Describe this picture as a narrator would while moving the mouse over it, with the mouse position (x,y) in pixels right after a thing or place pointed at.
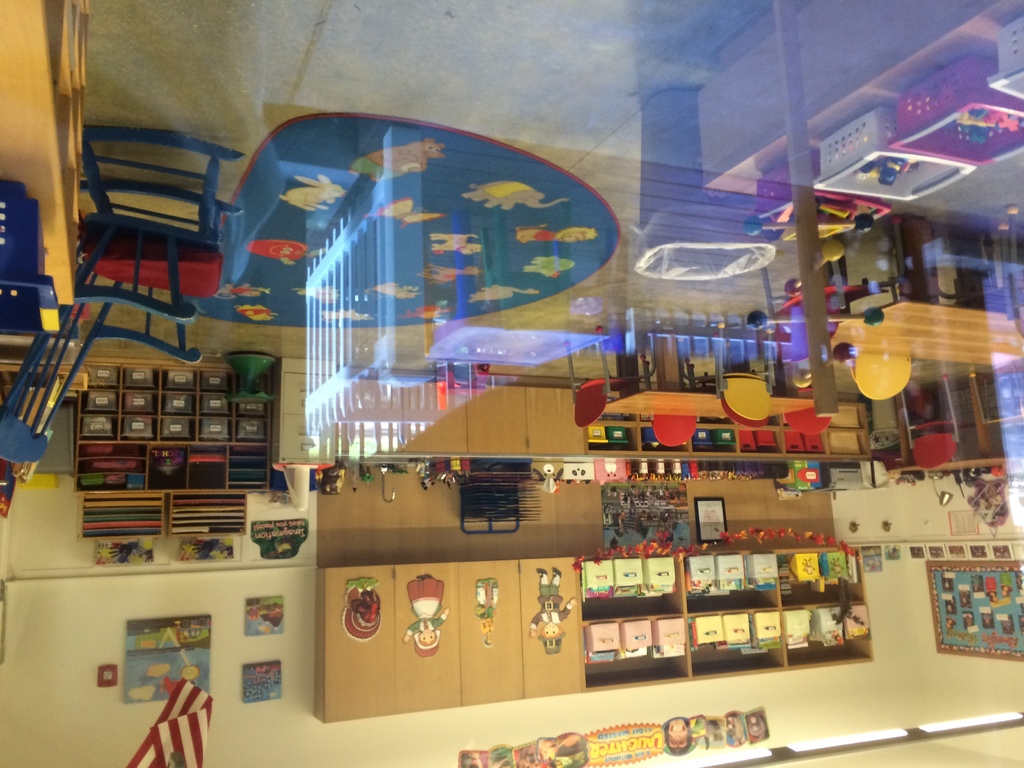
In this image there are tables (678,400) and chairs (719,343), behind them there are a few objects (716,562) on the wooden shelves (661,450).
